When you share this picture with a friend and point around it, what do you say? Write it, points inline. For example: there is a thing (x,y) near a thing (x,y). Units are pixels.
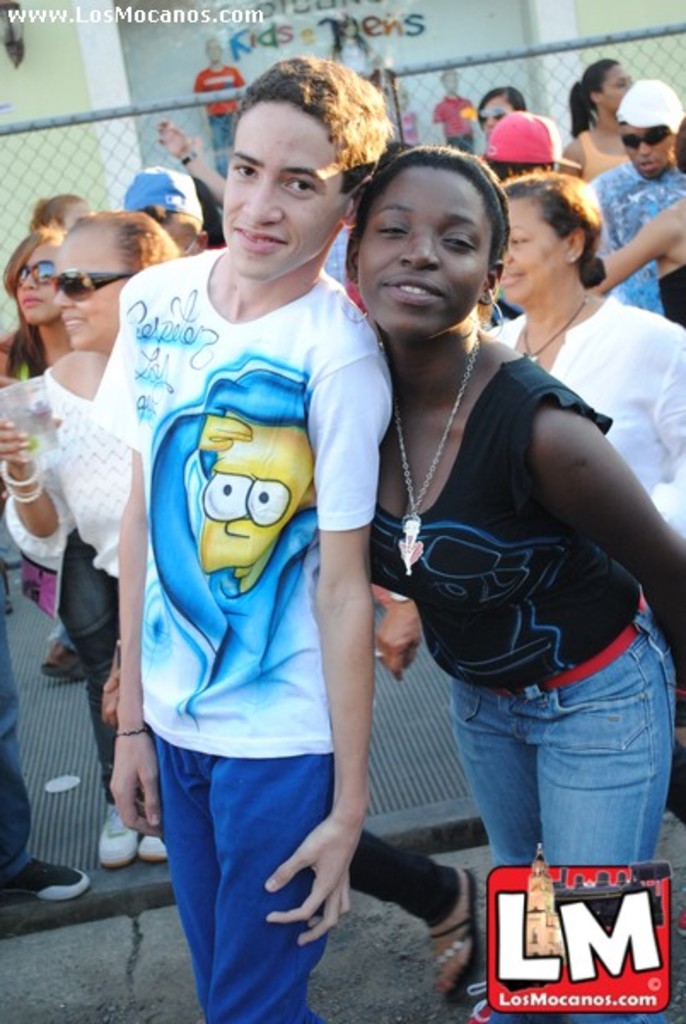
In this image there are a few people (325,398) standing and walking, behind them there is a metal rod fence (203,122), on the other side of the fence (400,71) there is a wall (461,84) with some mannequins (365,69).
